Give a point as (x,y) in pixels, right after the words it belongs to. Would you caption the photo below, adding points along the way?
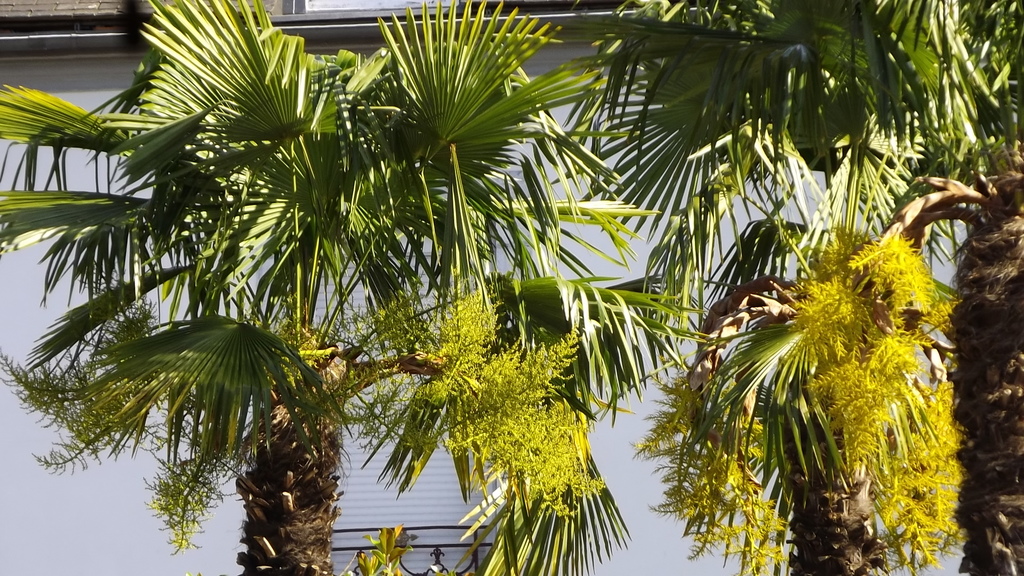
In this image there are trees (722,421). In the background (189,564) there is a building (57,540).
